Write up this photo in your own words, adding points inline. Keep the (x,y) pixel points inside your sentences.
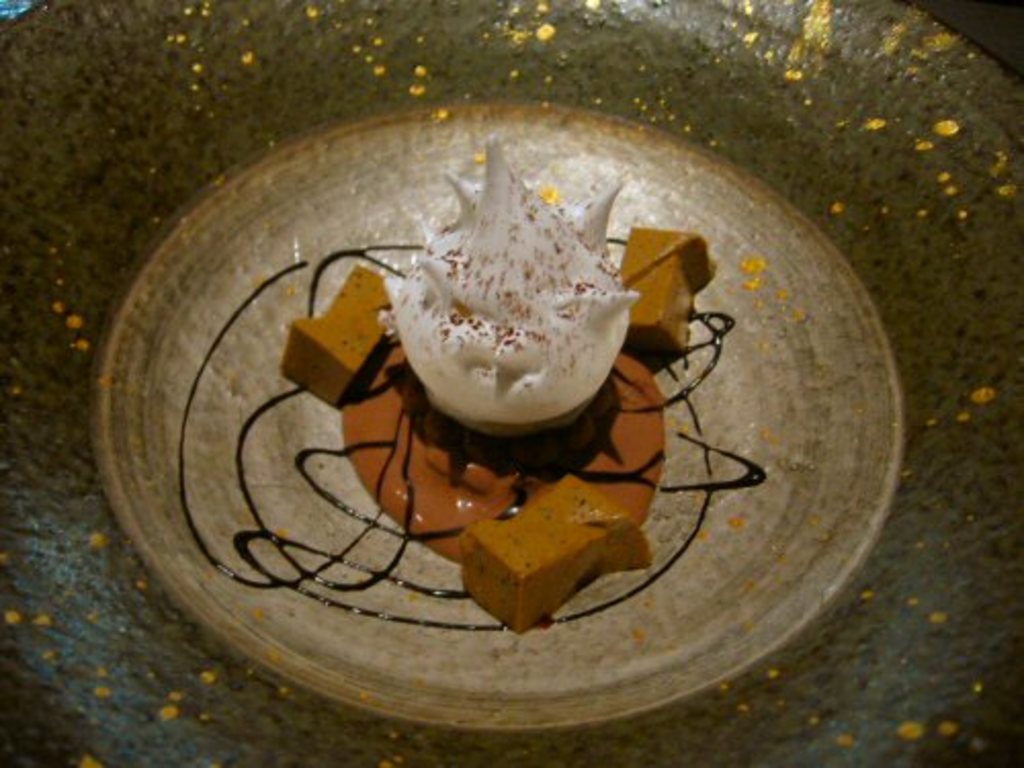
In the image I can see a bowl (662,668) in which there is some food item (431,623) with some cream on it.
